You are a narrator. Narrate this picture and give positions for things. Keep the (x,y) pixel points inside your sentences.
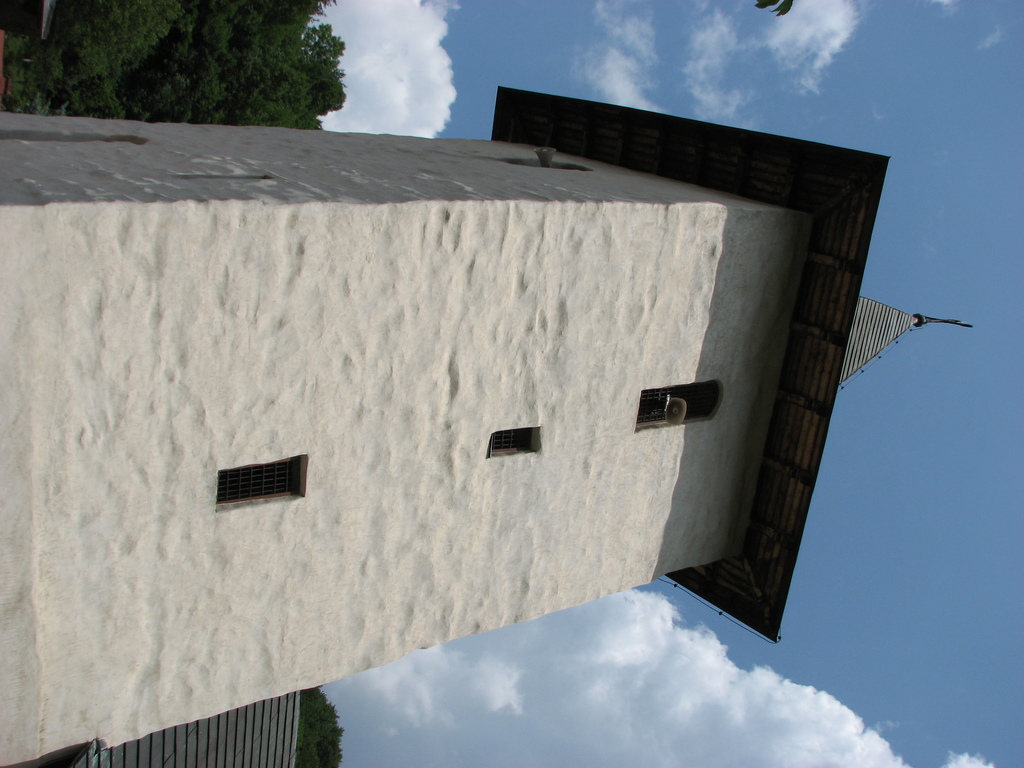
In the picture we can see a tower building construction (223,308) and behind it, we can see trees (317,754), sky (820,661) with clouds (836,699).
